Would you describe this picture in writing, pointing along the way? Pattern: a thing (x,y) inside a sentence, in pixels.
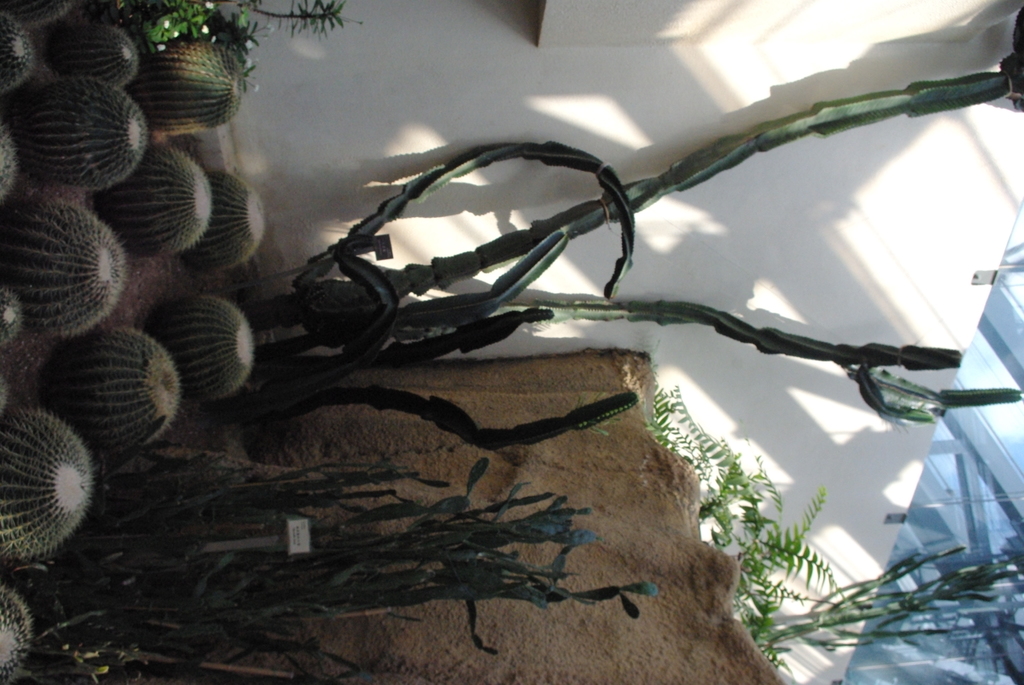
In the image we can see cactus plants (245,340), rock (635,487), white wall (663,242) and a glass (942,494).
